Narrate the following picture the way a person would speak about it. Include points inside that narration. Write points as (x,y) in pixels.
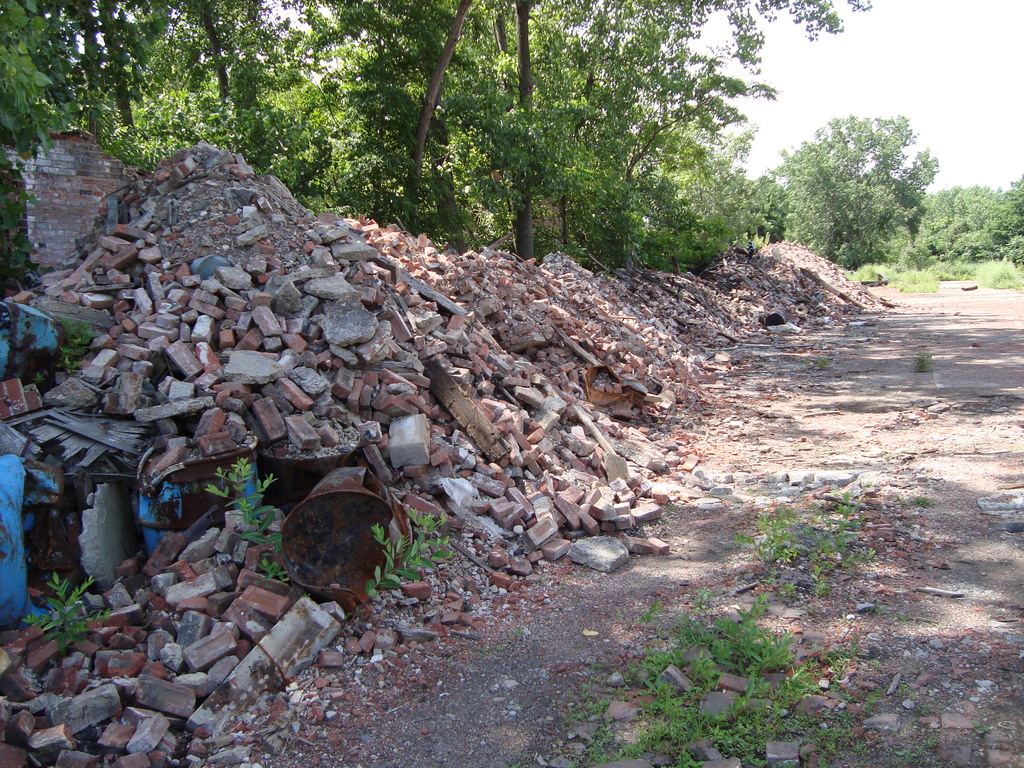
In this picture we can see a few bricks (328,421), plants (409,557) and other objects (10,375). We can see trees (655,146) and the sky (975,104).
